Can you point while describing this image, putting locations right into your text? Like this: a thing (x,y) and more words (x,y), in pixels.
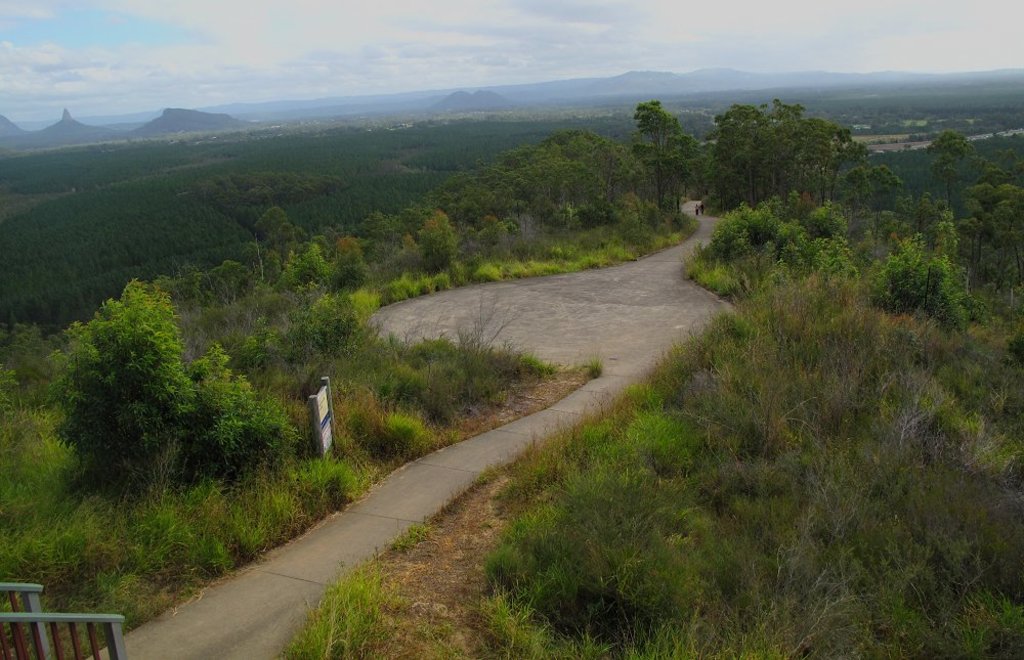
On the bottom left of the image (31,633) there is a wooden gate (23,637), in front of the gate (41,615) there is a pavement (666,296), on the pavement (465,463) there are two people (696,213) walking, besides the pavement (537,330) there are plants (423,410), bushes (389,386), display board (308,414) and trees (271,234), in the background of the image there are mountains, at the top of the image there are clouds (552,30) in the sky (513,66).
